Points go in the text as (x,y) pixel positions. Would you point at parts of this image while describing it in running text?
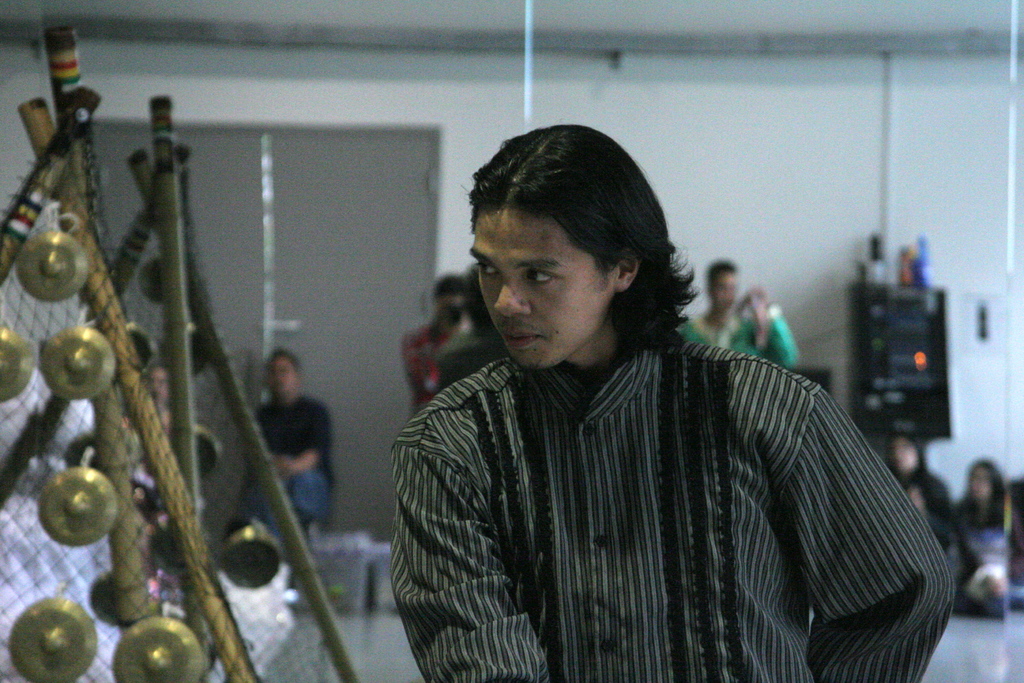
In this image, we can see a man (587,527). On the left side of the image (149,583), we can see sticks (171,454), gongs (246,565) and net (55,464). Background (226,526) there is a blur view. Here we can see people (1022,540), wall (758,245), door (273,348), floor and few objects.
